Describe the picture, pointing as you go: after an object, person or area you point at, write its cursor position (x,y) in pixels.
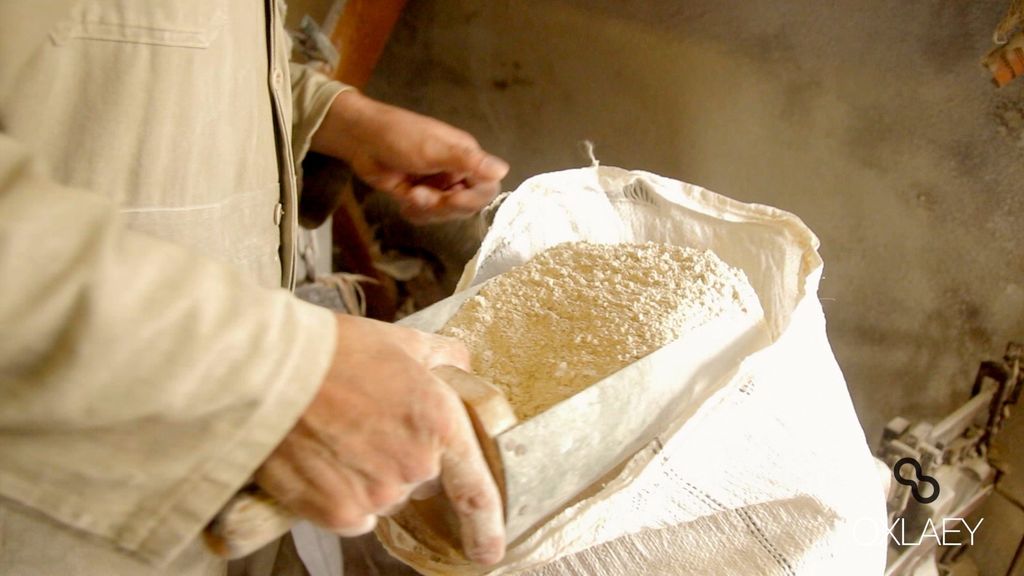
In this picture I can see a human (354,333) taking out the flour (576,360) from a bag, in the bottom right hand side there is the watermark (954,531).
